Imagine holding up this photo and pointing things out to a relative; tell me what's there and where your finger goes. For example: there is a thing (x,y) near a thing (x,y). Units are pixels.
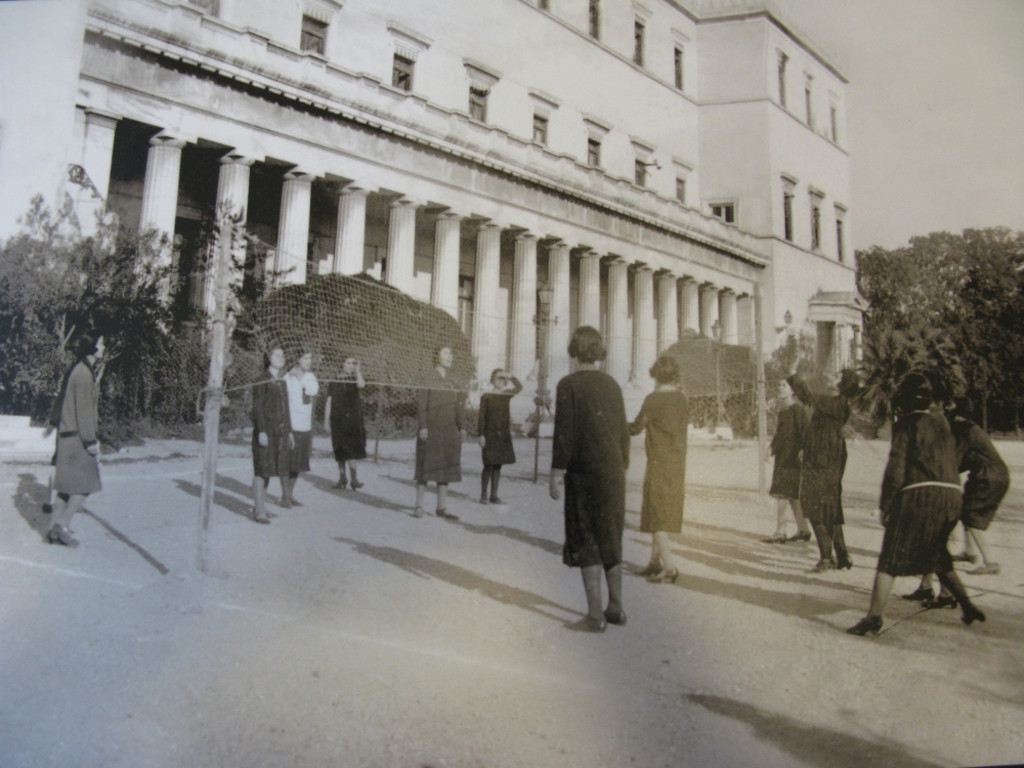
In this image I can see few people (58,519) are standing. I can see the building (458,315), pillars (582,302), windows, trees (98,265), sky (967,33) and the net (239,333) is attached to the poles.
